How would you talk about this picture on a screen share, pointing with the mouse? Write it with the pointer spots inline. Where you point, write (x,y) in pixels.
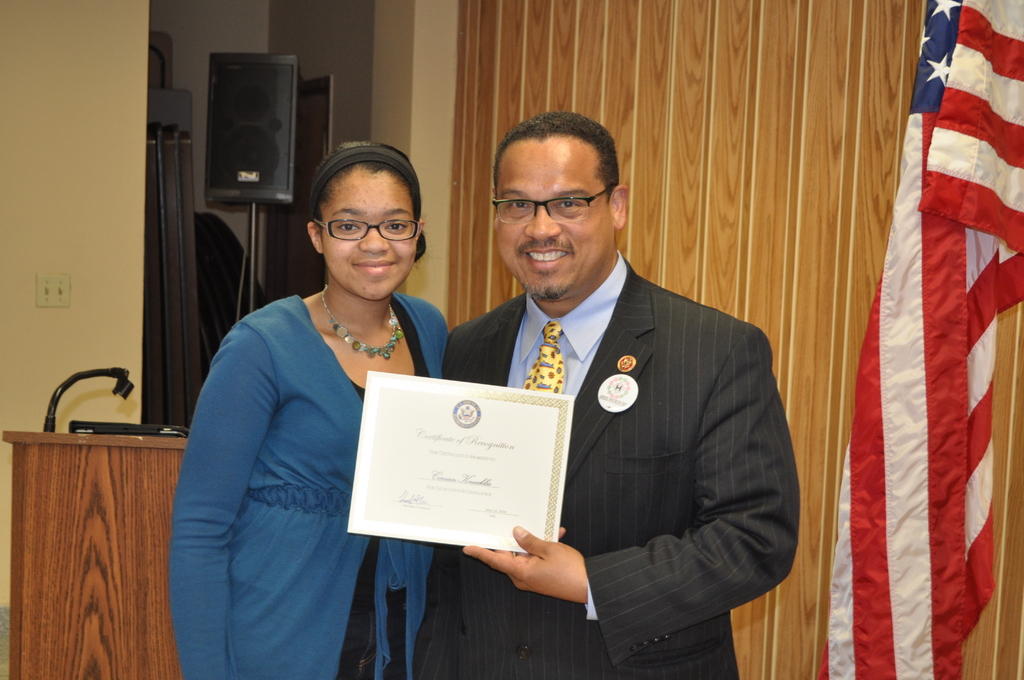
In this picture we can see there are two people (339,526) standing and smiling. A man (582,286) is holding a certificate (499,471) and on the right side of the people (317,413) there is a flag (966,404) and behind the people (245,471) there is a podium (89,543), wooden wall (752,241) and a speaker (262,131) with the stand (250,270) and on the wall (72,177) there is a switchboard (57,286).
